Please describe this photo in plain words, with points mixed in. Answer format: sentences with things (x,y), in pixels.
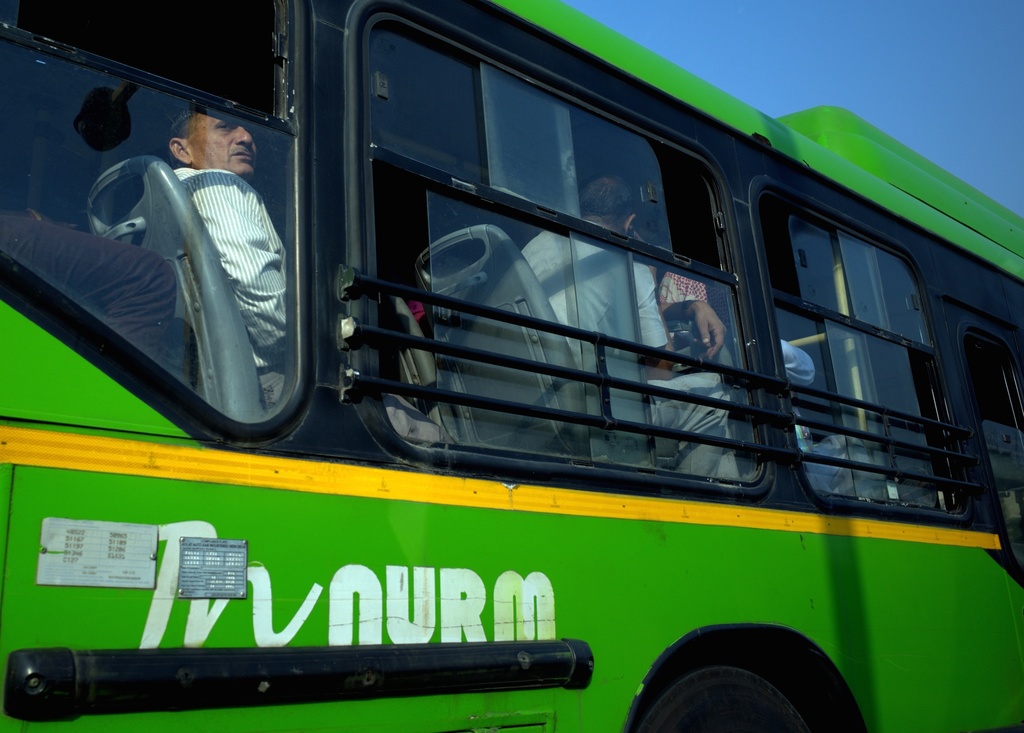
This image consists of a bus (344,601). In which, we can see many people (694,446) sitting. The bus (538,507) is in green color. At the bottom (711,691), we can see a wheel (752,732). At the top (871,61), there is the sky (833,66).
